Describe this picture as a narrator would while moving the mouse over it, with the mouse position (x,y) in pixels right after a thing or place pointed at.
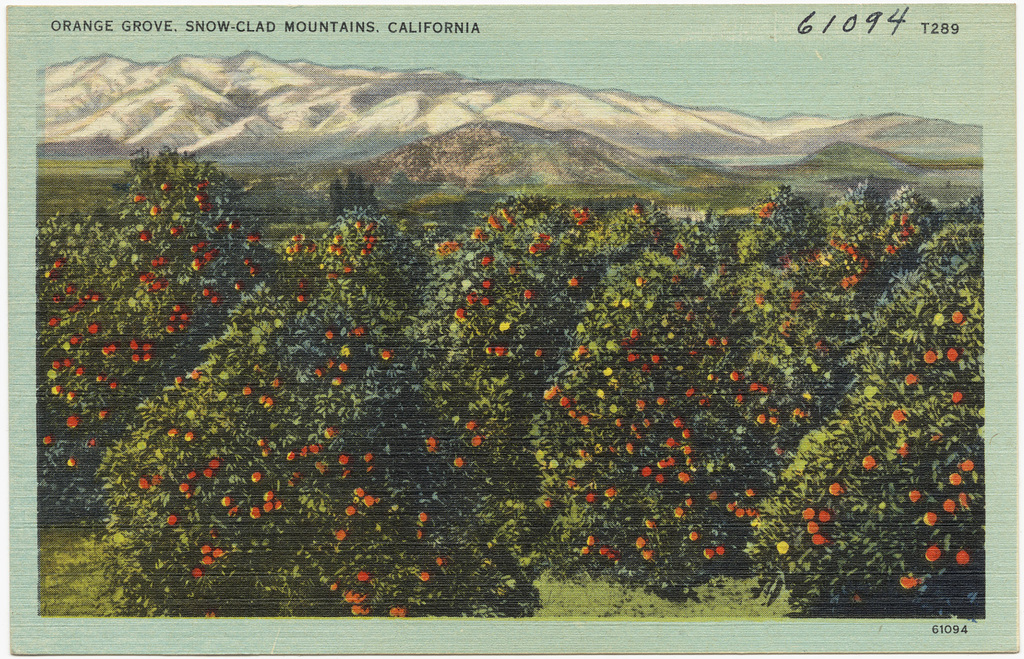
In this image there is a frame (122,31), there is the sky (830,84), there are mountains (484,136), there are trees (751,364), there are fruits (647,371), there is grass (594,595), there is text (339,23) on the image.
